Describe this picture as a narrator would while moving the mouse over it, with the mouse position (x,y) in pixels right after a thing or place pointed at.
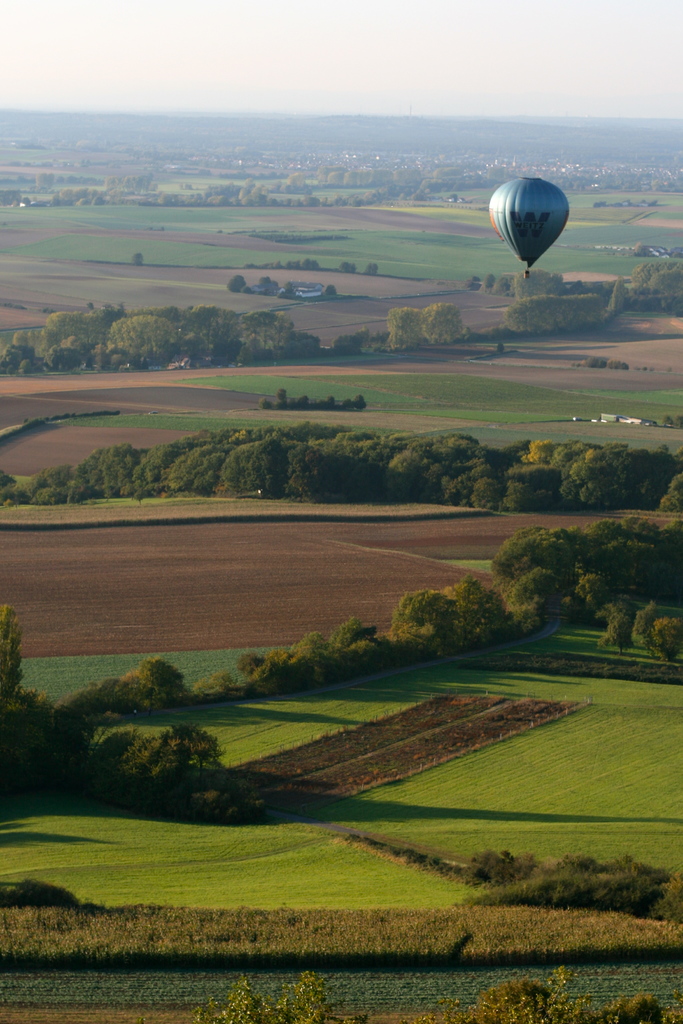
This picture is taken from the outside of the city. In this image, on the right side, we can see a hot air balloon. In the background (345,262), we can see some trees (313,484), plants (577,297). At the top (452,56), we can see a sky (464,83), at the bottom (622,792), we can see some plants (219,788), trees (207,788) and a grass (345,808).
